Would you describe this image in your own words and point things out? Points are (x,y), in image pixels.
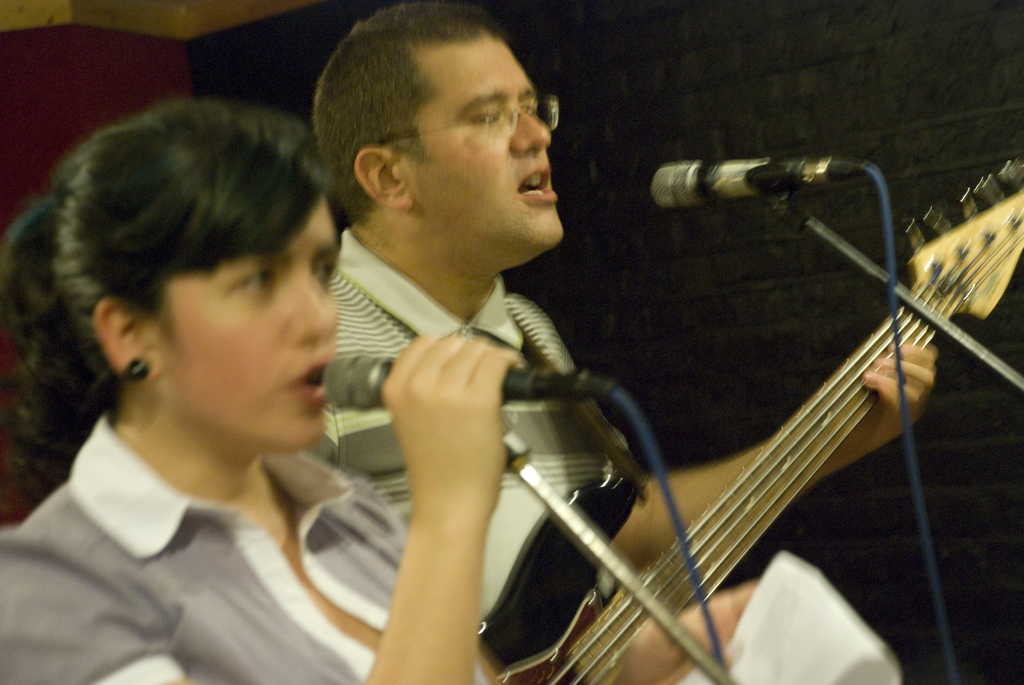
In this picture we can see two persons (166,307), in the left side of the image (121,393) a woman (115,414) is singing with the help of microphone (542,386) and she is holding a paper (764,633) in her hand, and the man (509,203) is playing guitar (616,477) in front of microphone (658,190).
